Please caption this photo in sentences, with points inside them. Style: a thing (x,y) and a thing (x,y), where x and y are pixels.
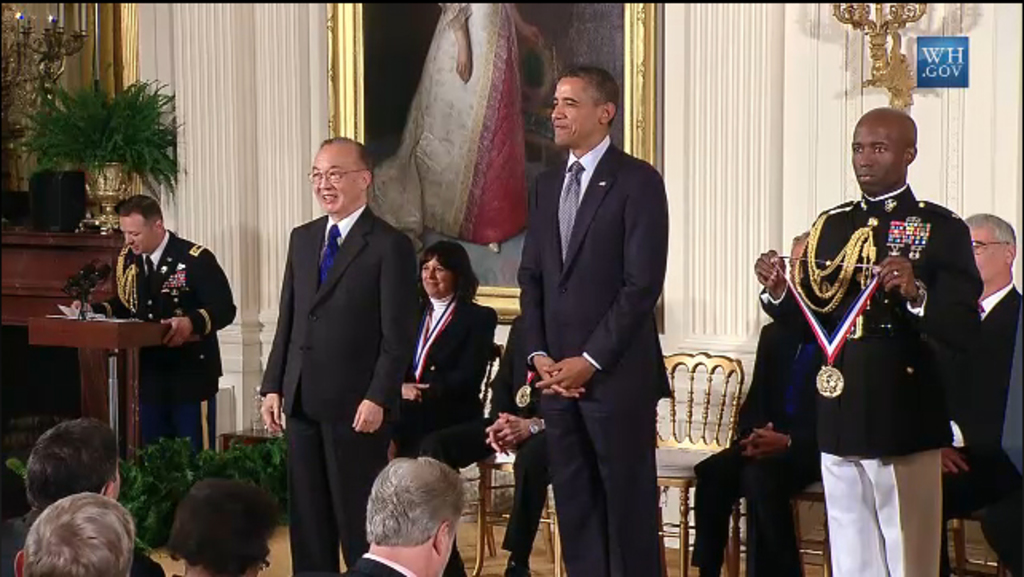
In this image few persons (606,405) are standing on the stage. A person (891,279) wearing a black uniform (896,325) is holding a medal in his hand (885,266). Two persons (334,297) are wearing suits (392,353) and tie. Behind them two persons (520,382) are sitting on chair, beside them there is a chair (671,465). A person (208,374) is standing behind a podium (100,332) having mike (95,280) and paper (76,315) on it. Beside there are few plants (166,485) and a table (237,435) having glass (259,393) on it. Bottom of image (47,520) there are few persons (125,513). A picture frame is attached to the wall (856,73). Beside there is a lamp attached to the wall (223,416). Beside there is a table (69,244) having a pot (106,184) with plant (46,128), lamp (48,33), sound speaker (40,218) on it.
